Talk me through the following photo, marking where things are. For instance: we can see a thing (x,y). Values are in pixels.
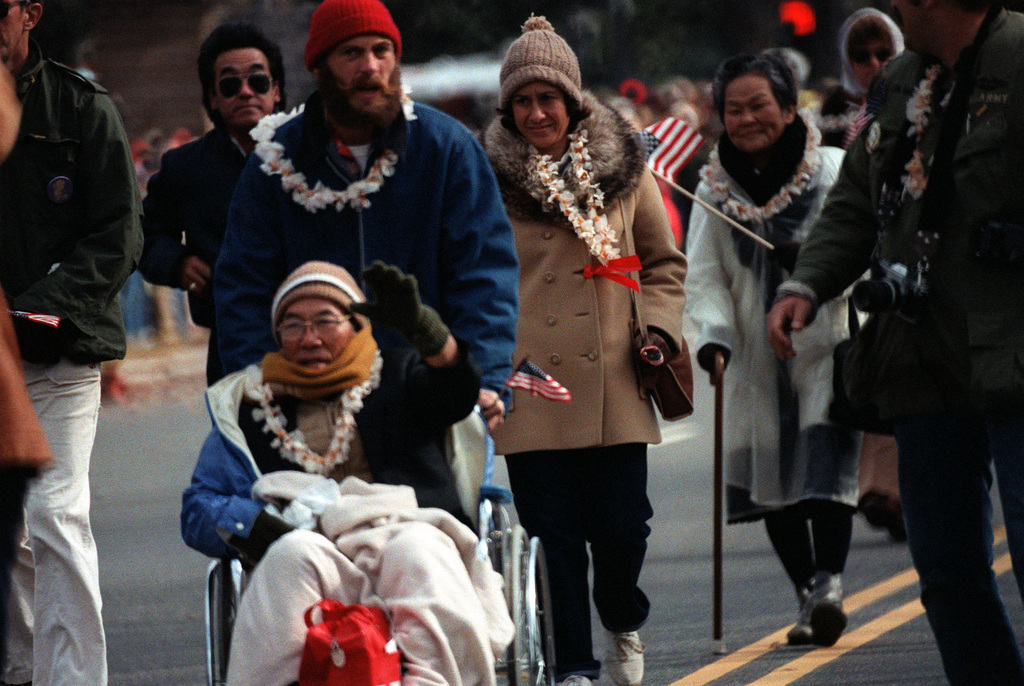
In this image a person (404,546) sitting on wheel chair (223,615), behind them there are few people (165,191), one woman (733,232) holding stick (716,398) visible on road (114,475), in the background (666,99) may be there are group of people (151,164) visible.
